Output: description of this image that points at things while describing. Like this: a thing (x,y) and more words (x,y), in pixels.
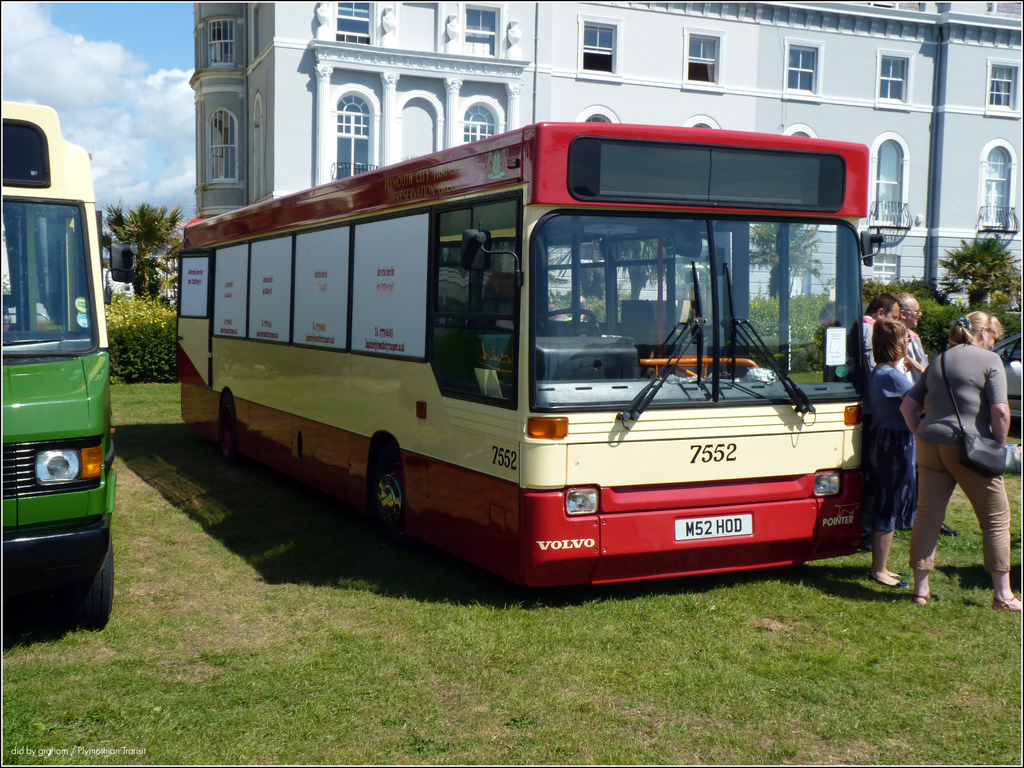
In this picture we can see buses (389,407), car (1020,361) and a group of people (940,395) standing on the ground (457,583), trees (164,213), grass (207,595), building (654,96) with windows (1008,64), bag (980,447) and in the background (90,65) we can see the sky (79,79) with clouds (176,173).
